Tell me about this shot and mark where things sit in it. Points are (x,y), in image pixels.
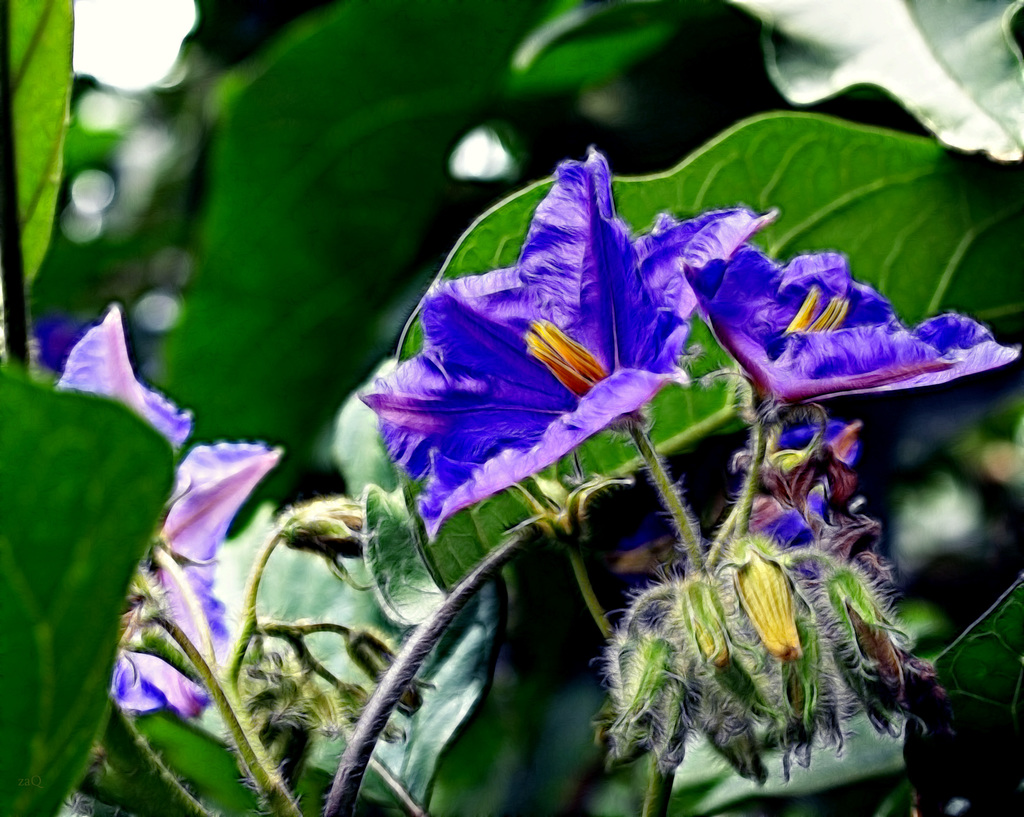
In this image we can see flowers (572,363) to the plants (35,492).
